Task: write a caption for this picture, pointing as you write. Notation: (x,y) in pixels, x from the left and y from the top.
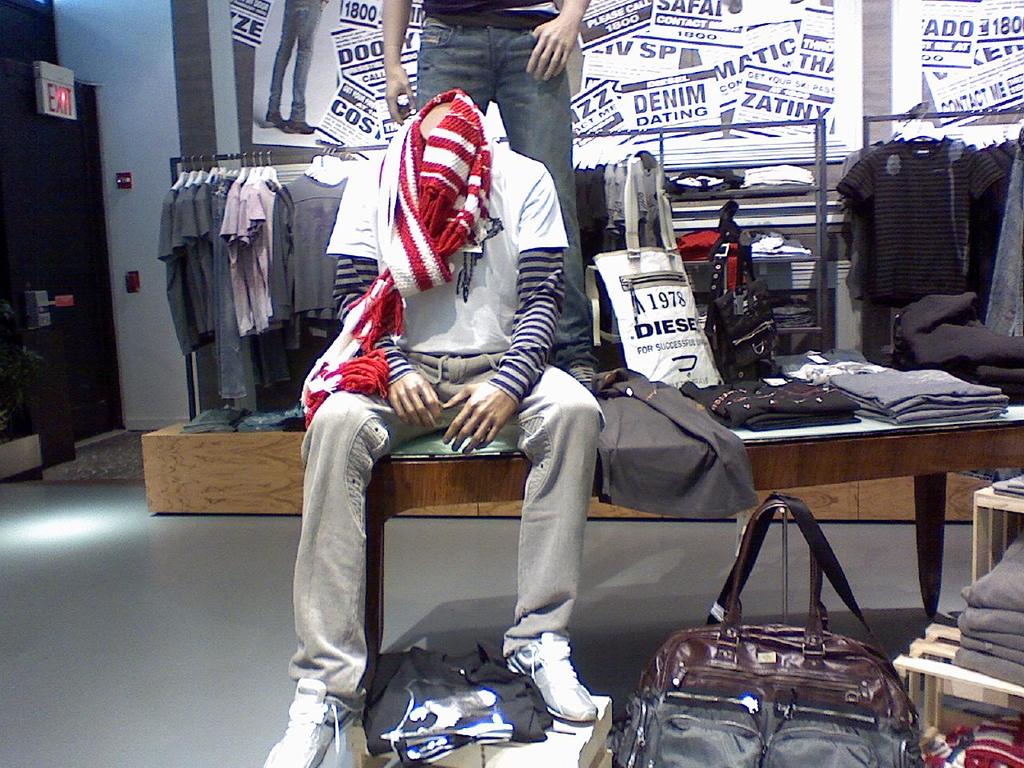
In this image we can see two mannequins (542,211), among them one mannequin (447,325) is sitting and the other one (429,93) is standing, we can see some clothes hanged to the stands (873,119), there are some other objects (873,653) on the floor (473,561), we can see one exit board (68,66) and also we can see the wall (109,172).
